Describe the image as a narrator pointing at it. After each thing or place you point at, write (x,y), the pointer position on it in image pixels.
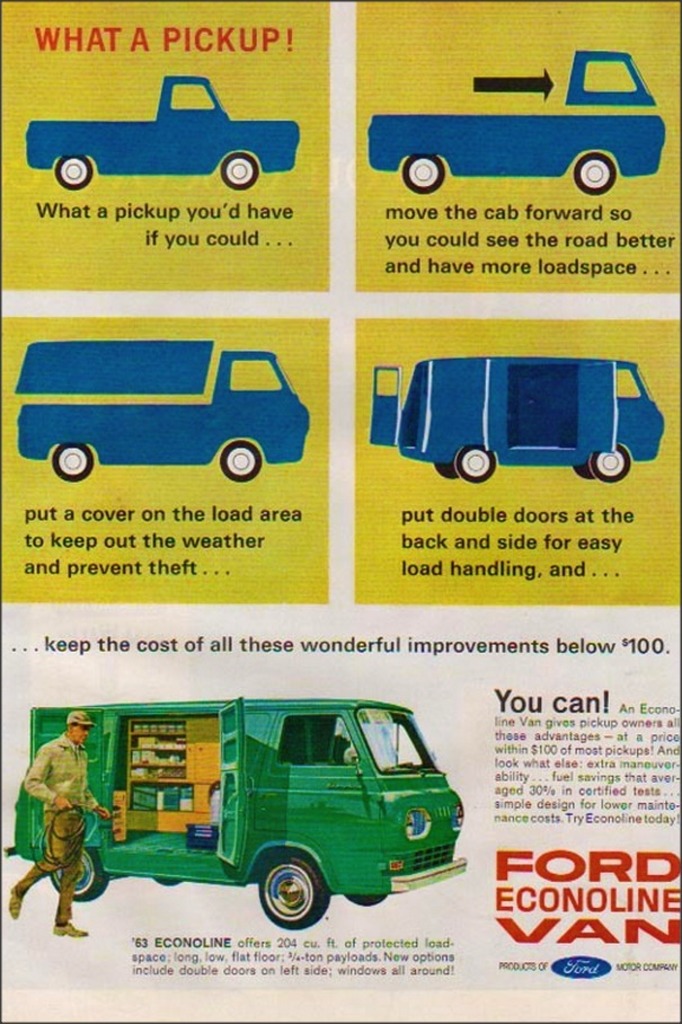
In the image there is a poster (365,159) with images (262,368) of trucks (422,393) and text (587,795) below it.
